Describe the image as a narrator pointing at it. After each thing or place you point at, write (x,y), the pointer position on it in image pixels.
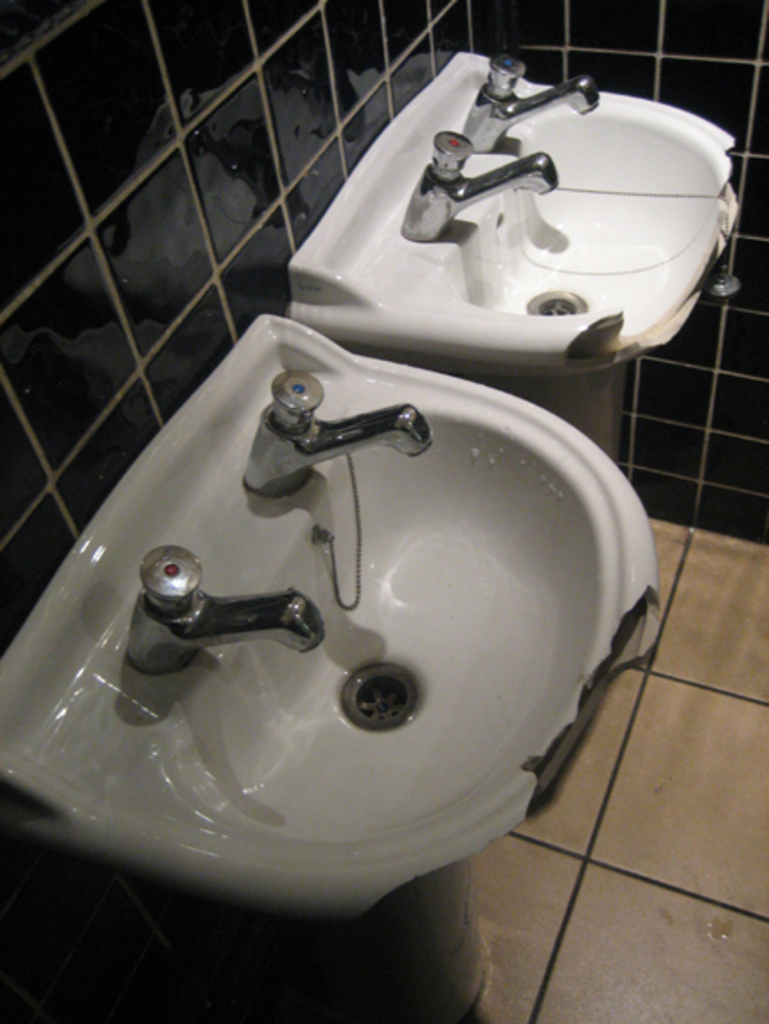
In this image we can see two wash basins (336,628), four taps (482,98) and the tiled wall (363,146). Here we can see the floor (676,930).
